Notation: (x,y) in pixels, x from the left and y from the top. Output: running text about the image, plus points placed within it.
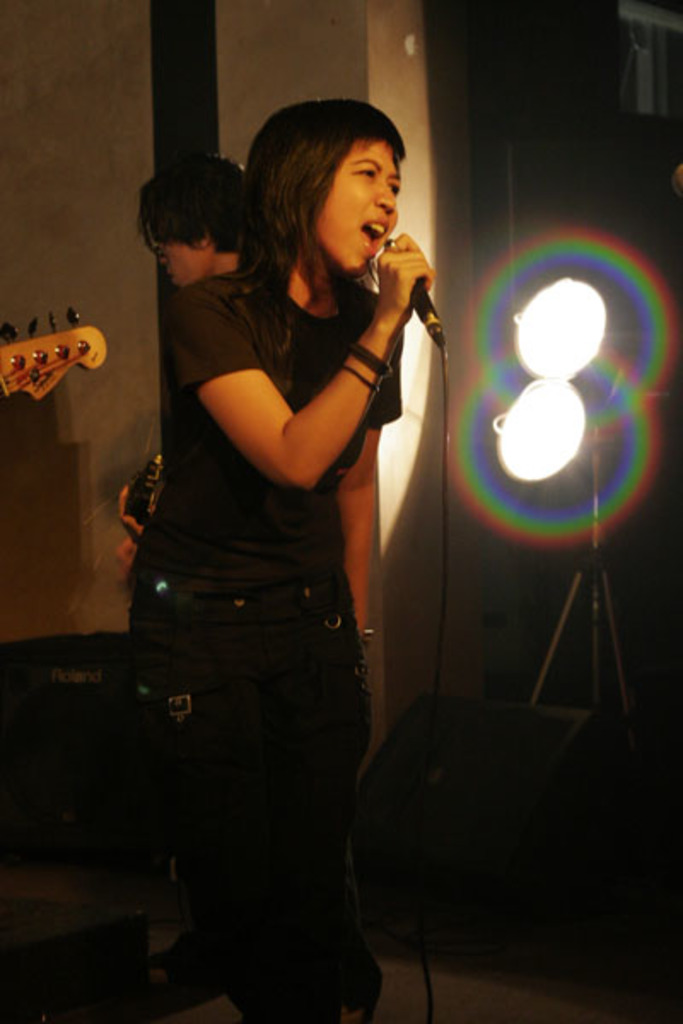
Here we can see that a woman (371,188) is standing on the floor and holding a microphone (417,305) in her hand (401,272), and at back (194,223) a person (195,280) is standing, and here are the lights (526,360).
